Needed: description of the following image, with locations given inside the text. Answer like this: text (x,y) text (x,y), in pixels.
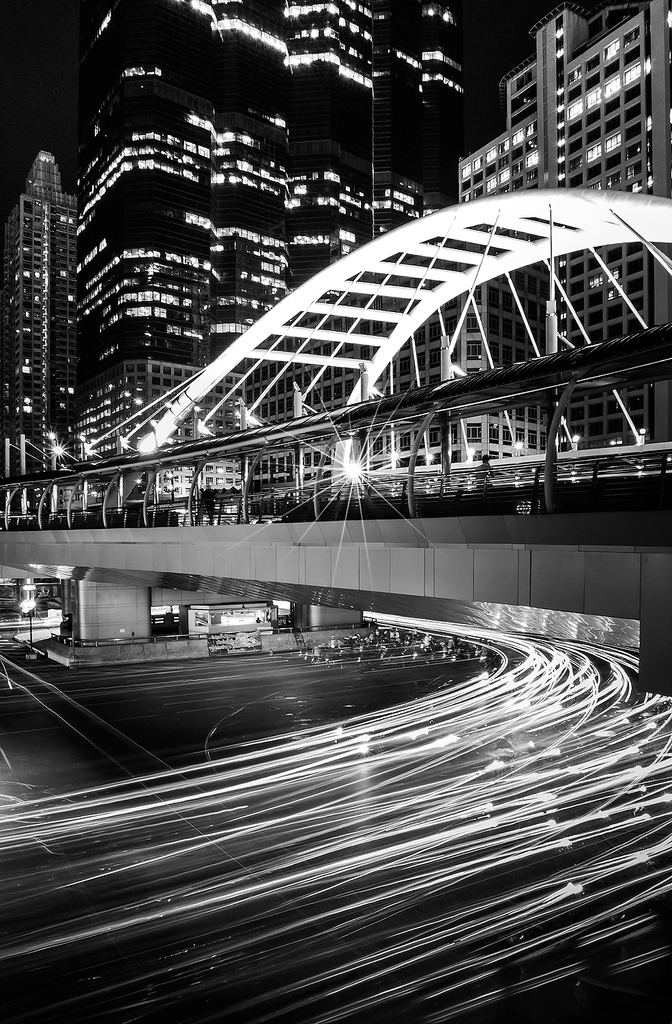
In this picture we can see the road (224,766), bridge (263,527), buildings (339,176), lights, some objects (137,493) and in the background (43,87) it is dark.
